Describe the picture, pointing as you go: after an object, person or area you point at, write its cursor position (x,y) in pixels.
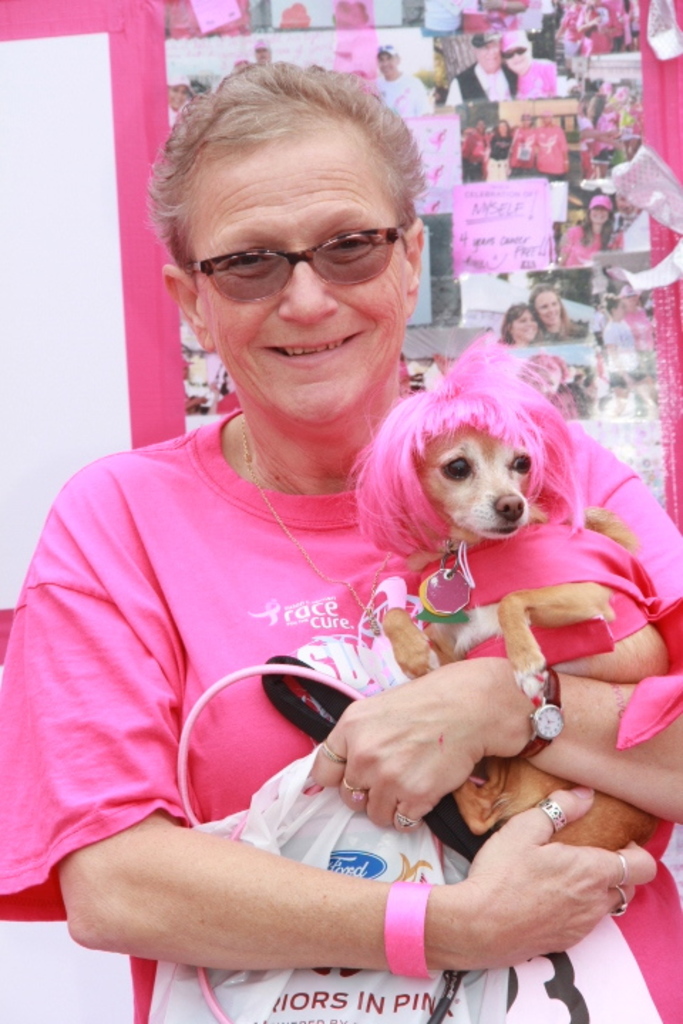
In this image there is a woman (247,177) standing and holding a dog (602,546) in her hand (521,848) at the back ground (500,15) there are some photos (549,20) and letters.
